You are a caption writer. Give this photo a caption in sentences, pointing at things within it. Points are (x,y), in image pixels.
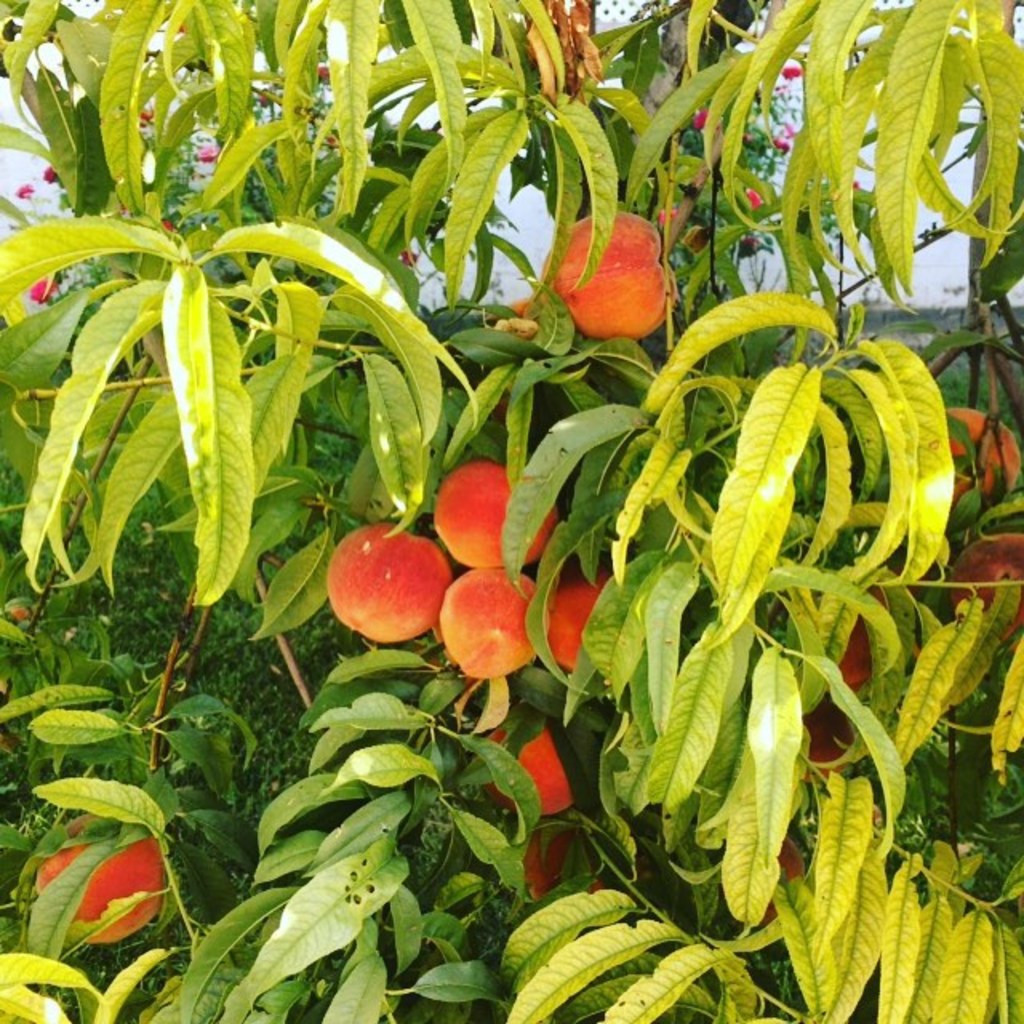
In this picture we can see trees (551,501) and fruits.
